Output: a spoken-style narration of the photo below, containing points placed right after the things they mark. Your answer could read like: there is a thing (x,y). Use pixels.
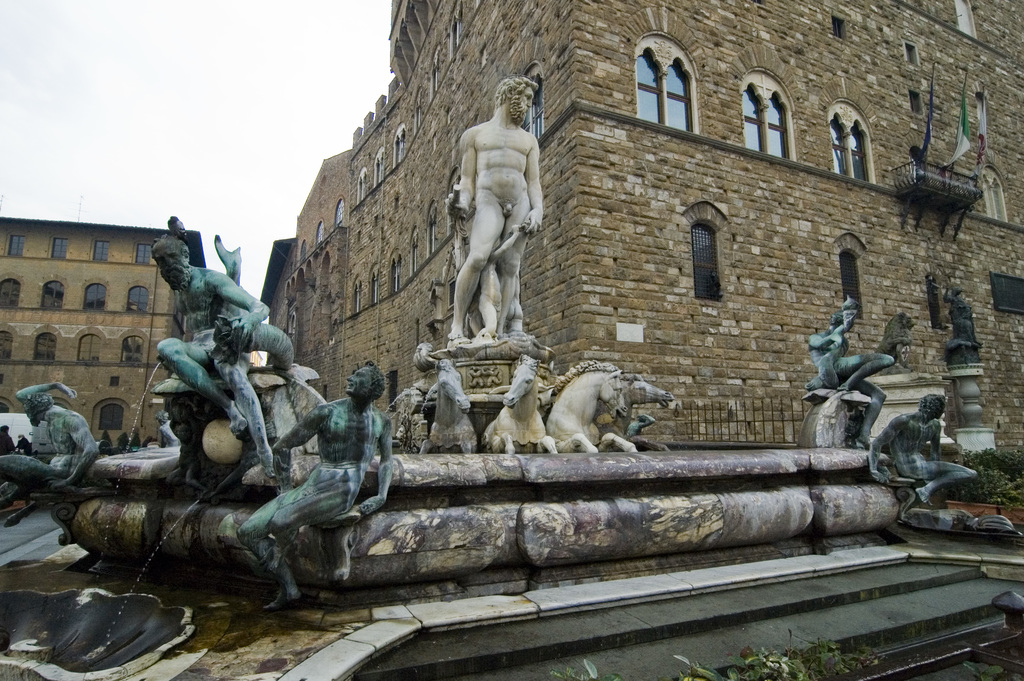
In this image in the center (344,331) there are buildings (617,189), and in the foreground (310,433) there are some sculptures (254,419) and wall (785,545), plants (993,456), trees (984,469), and there is a railing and windows (1004,203). At the top (192,79) there is sky (120,45).
